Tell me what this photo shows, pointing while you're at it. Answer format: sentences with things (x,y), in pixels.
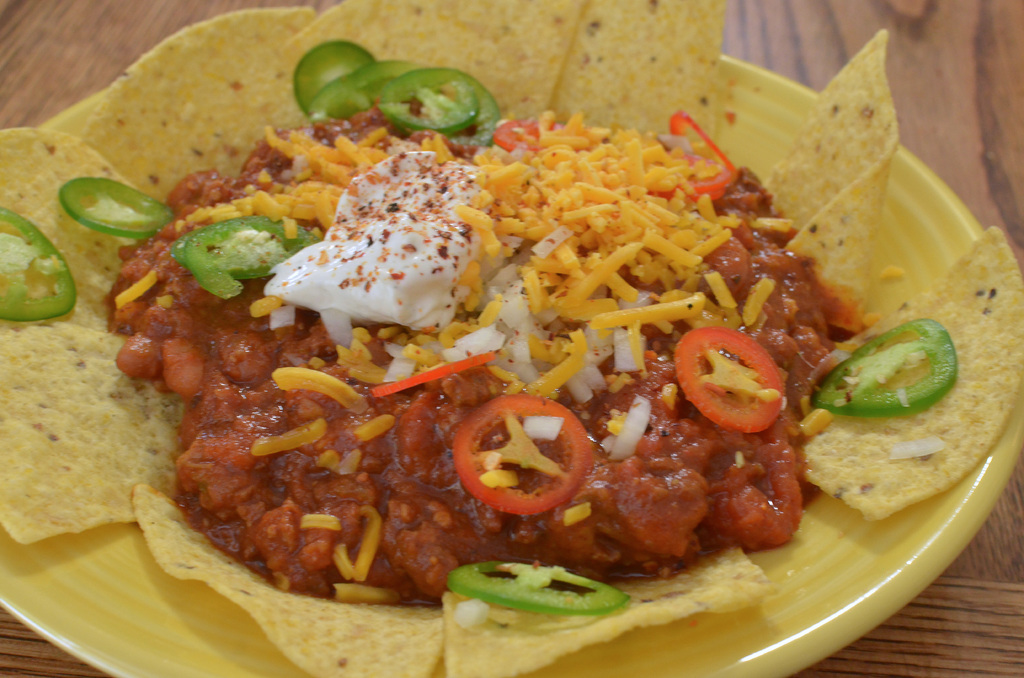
There is a yellow plate (877,565) on a wooden surface (924,601). On the plate (883,546) there is nachos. On that there are pieces of chilli (208,241), tomato (505,422), white cream (456,269) and some other items (504,375).
